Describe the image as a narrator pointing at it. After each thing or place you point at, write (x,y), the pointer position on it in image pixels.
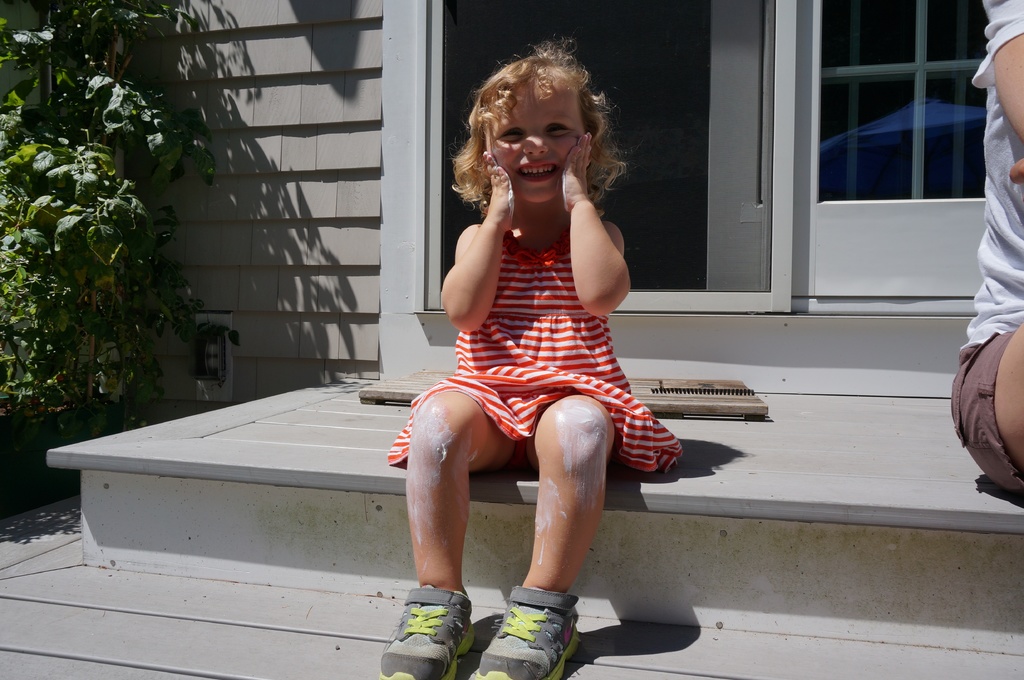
In this image we can see a kid (487,337) wearing red color dress (537,339), gray color shoes (442,602) sitting on floor (714,437), on right side of the image (1004,195) there is a person's body (1010,153), on left side of the image (97,143) there is a plant (89,96) and in the background of the image (331,140) there is a wall (360,285) and door (628,181).
